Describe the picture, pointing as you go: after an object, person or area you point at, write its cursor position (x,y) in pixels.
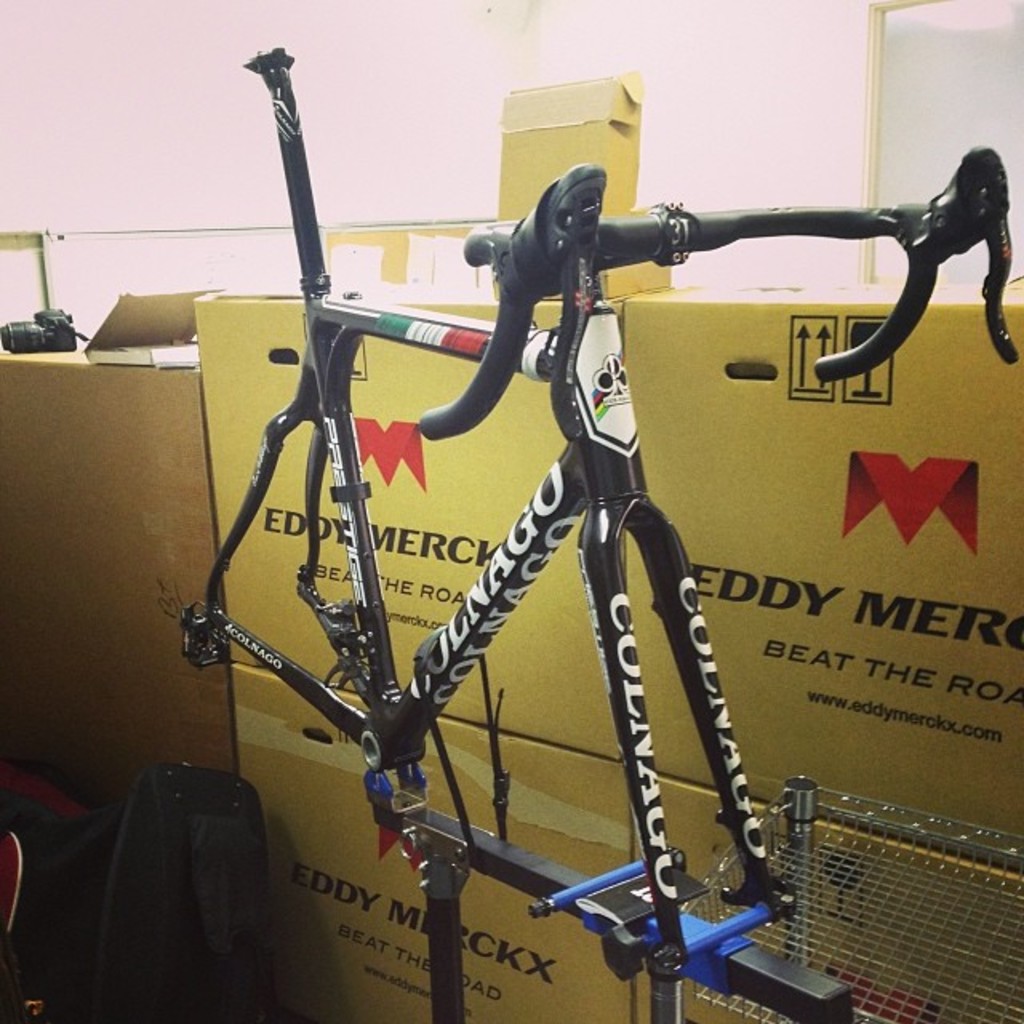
In this picture we can see body of a bicycle (602,468), on the right side (769,687) there are some cardboard boxes (731,543), in the background (468,221) we can see a wall (586,53).
